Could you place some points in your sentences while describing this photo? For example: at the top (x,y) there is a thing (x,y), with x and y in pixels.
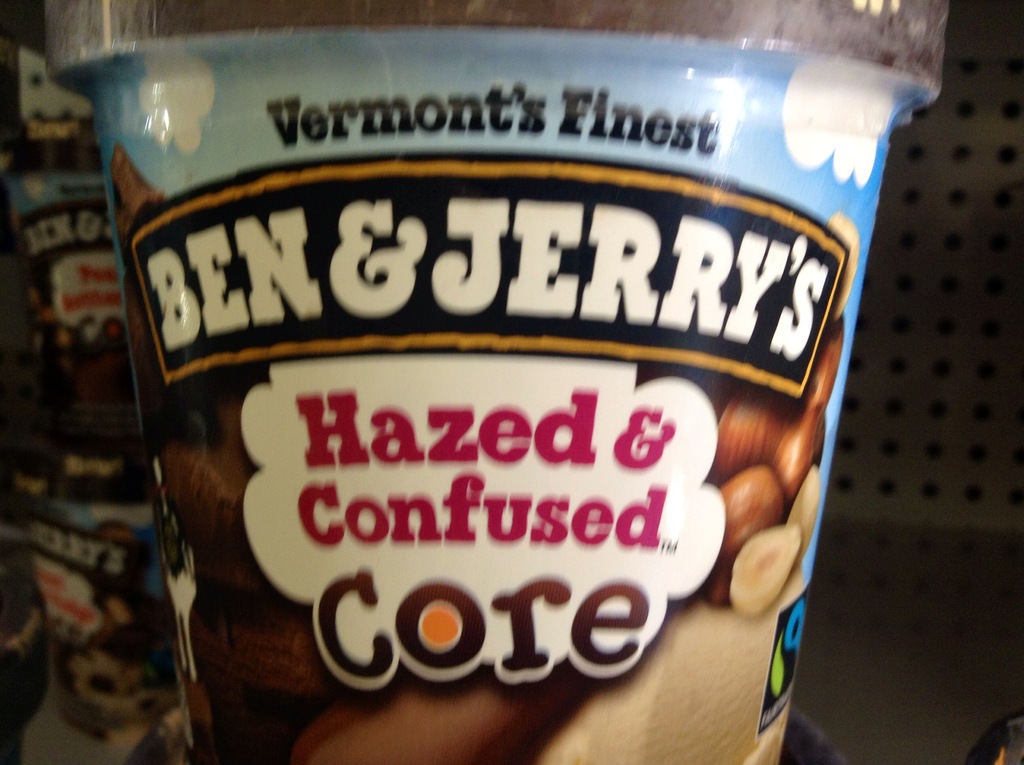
In this picture there is a blue color ice cream cup (692,453).
